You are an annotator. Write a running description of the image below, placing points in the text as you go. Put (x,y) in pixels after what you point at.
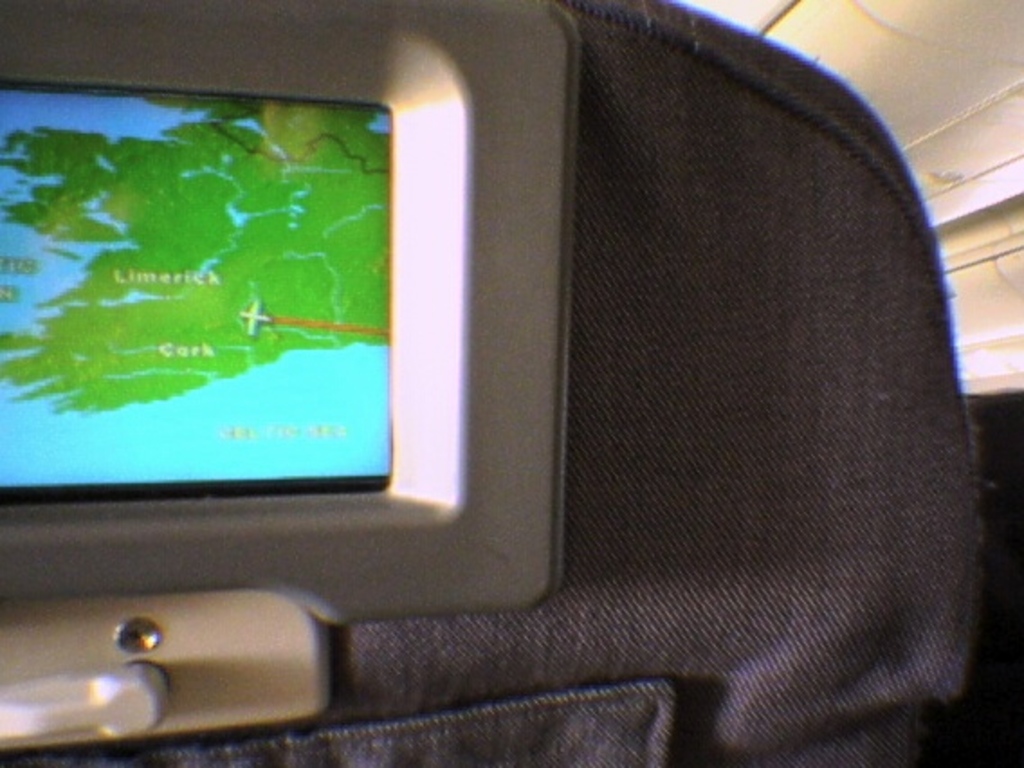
This image might be taken in the aeroplane (774,180). In this image we can see display (431,509) attached to the seat (675,426).
